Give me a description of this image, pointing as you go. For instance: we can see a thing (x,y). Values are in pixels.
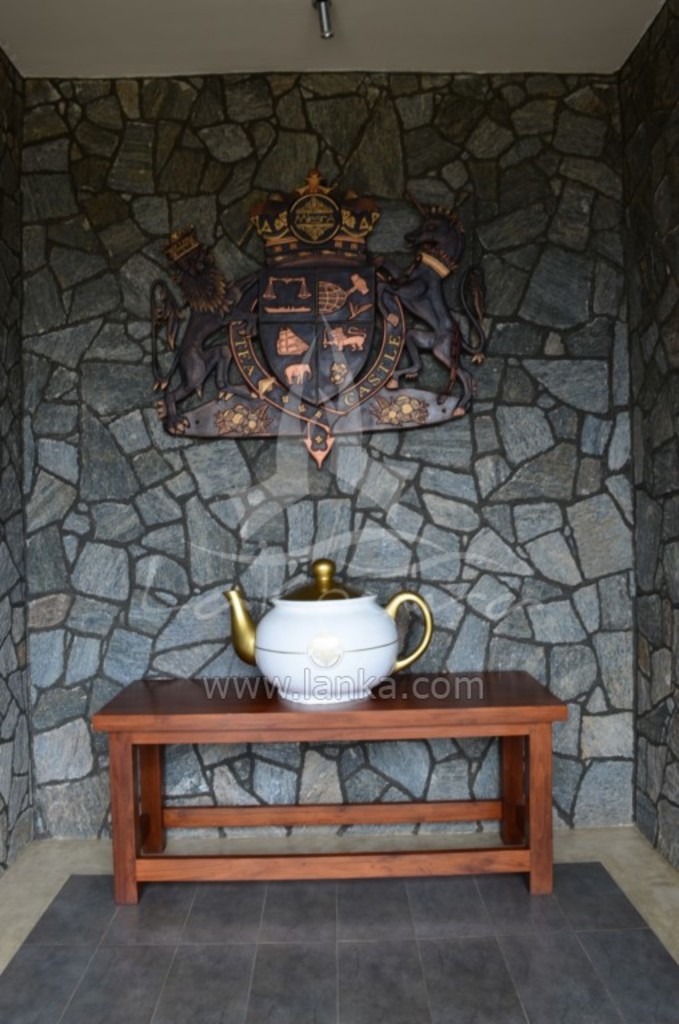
This is table (342,718). On the table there is a kettle (354,603). This is floor (521,937) and there is a wall (473,112). On the wall (38,587) there is a shield (293,374).
